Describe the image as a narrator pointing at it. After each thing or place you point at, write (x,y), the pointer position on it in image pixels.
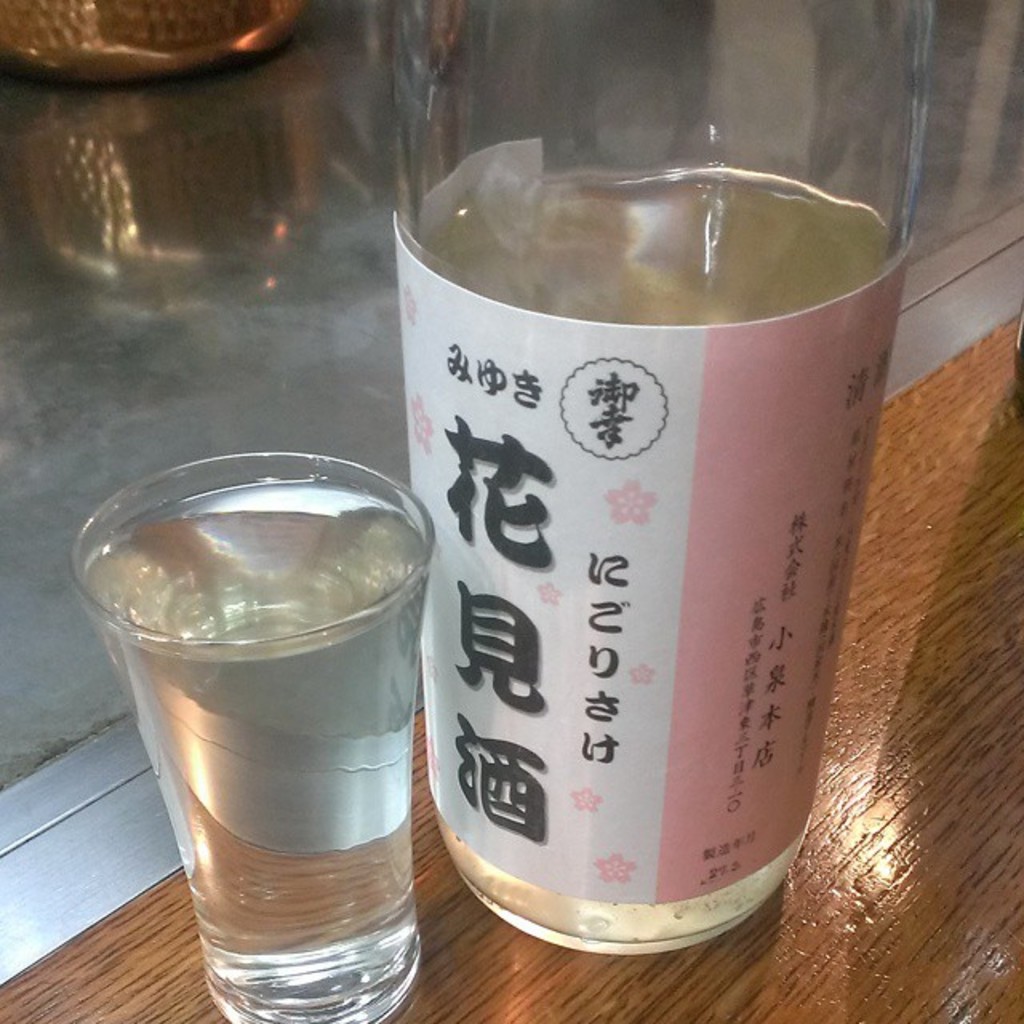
In this image in the center (632,451) there is a bottle (599,469) with some text (504,484) written on it and behind the bottle (479,462) there is an object (179,56) which is golden in colour. In the front (351,751) on the left side (286,802) there is a glass (267,725).
